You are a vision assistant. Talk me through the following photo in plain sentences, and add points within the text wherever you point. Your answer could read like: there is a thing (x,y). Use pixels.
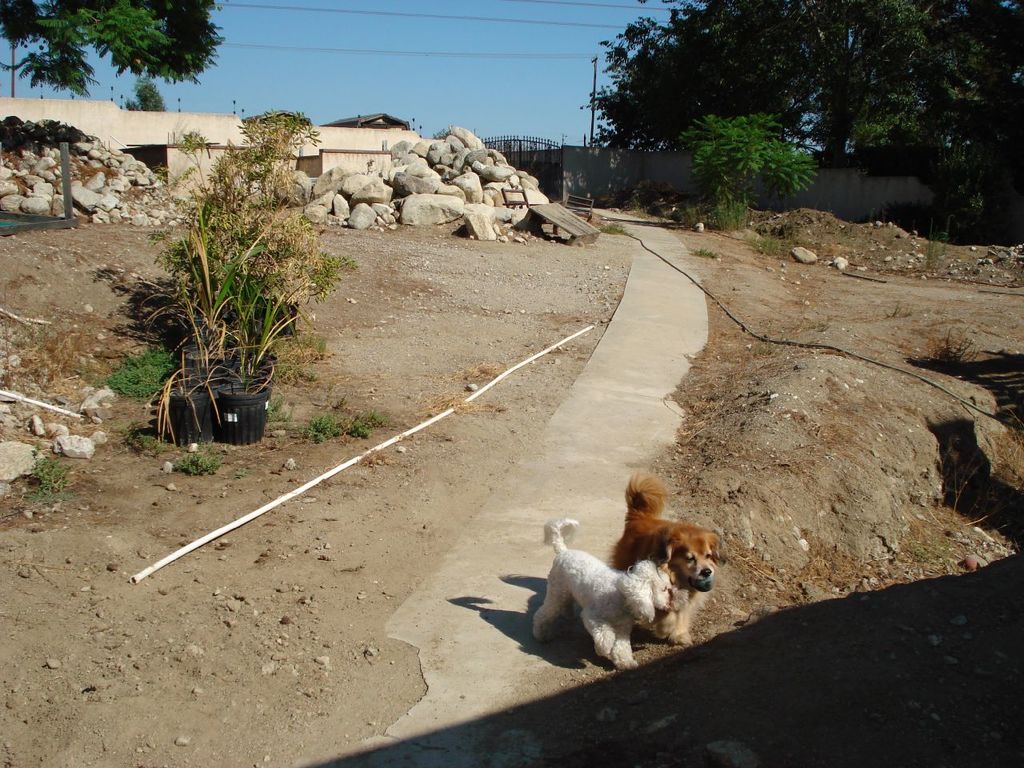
In the picture we can see a muddy path (770,426) on it, we can see some plants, two dogs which are white and brown in color and far away from it, we can see some rocks (342,202) and wall (305,163) and gate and behind the gate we can see some trees (757,105), pole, house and sky (431,59).
